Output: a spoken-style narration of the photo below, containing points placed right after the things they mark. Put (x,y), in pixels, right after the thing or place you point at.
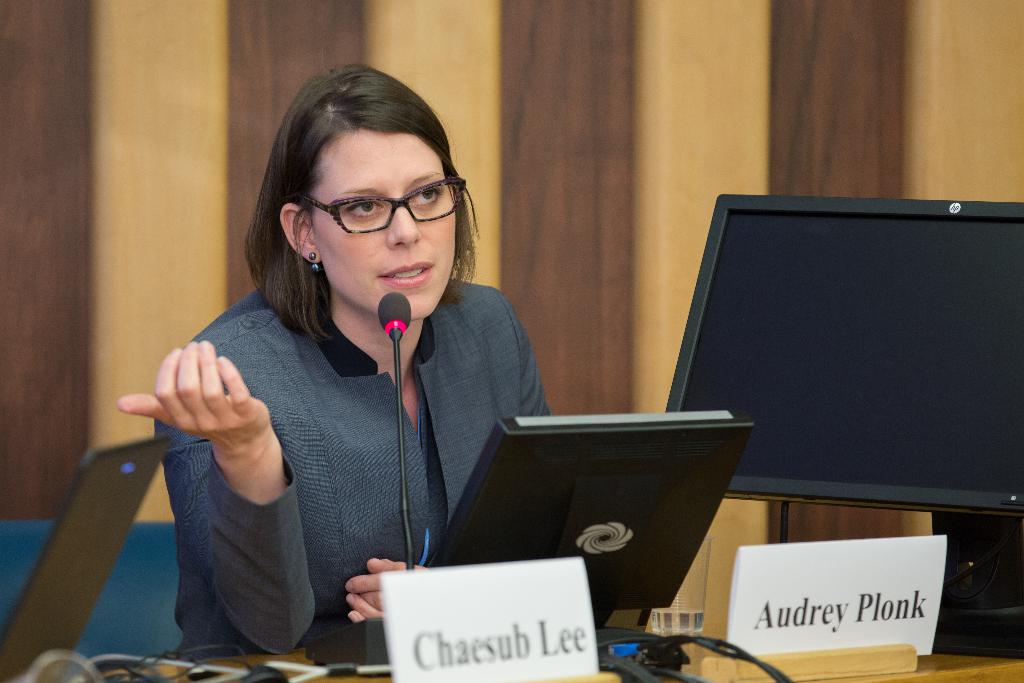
In this picture I can see a woman (351,387) sitting and speaking with the help of a microphone (399,413) on the table (331,678) and I can see couple of monitors (777,446), name boards (497,665) with some text (557,639) on the table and I can see a wooden wall (461,107) in the background (149,156) and a chair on the left side of the picture (26,537).
